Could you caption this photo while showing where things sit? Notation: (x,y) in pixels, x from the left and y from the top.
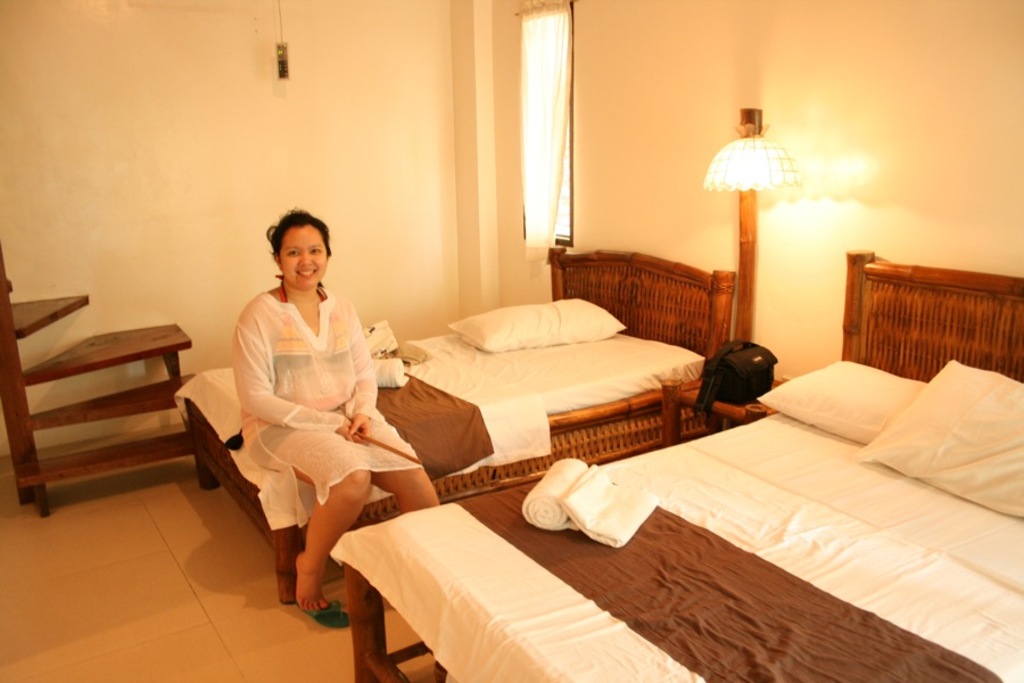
In this image there is a woman (336,394) sitting on the bed (540,357) having pillows (571,327) and a blanket (439,411). Beside the bed (488,414) there is a table (688,401) having a bag (728,375) and a lamp (751,256). Right side (970,619) there is a bed (731,572) having pillows (1021,437), clothes (613,530). Left side (11,385) there are stairs (125,354). Background (604,23) there is a wall (425,176) having a window (527,143) which is covered with the curtain (539,186).
